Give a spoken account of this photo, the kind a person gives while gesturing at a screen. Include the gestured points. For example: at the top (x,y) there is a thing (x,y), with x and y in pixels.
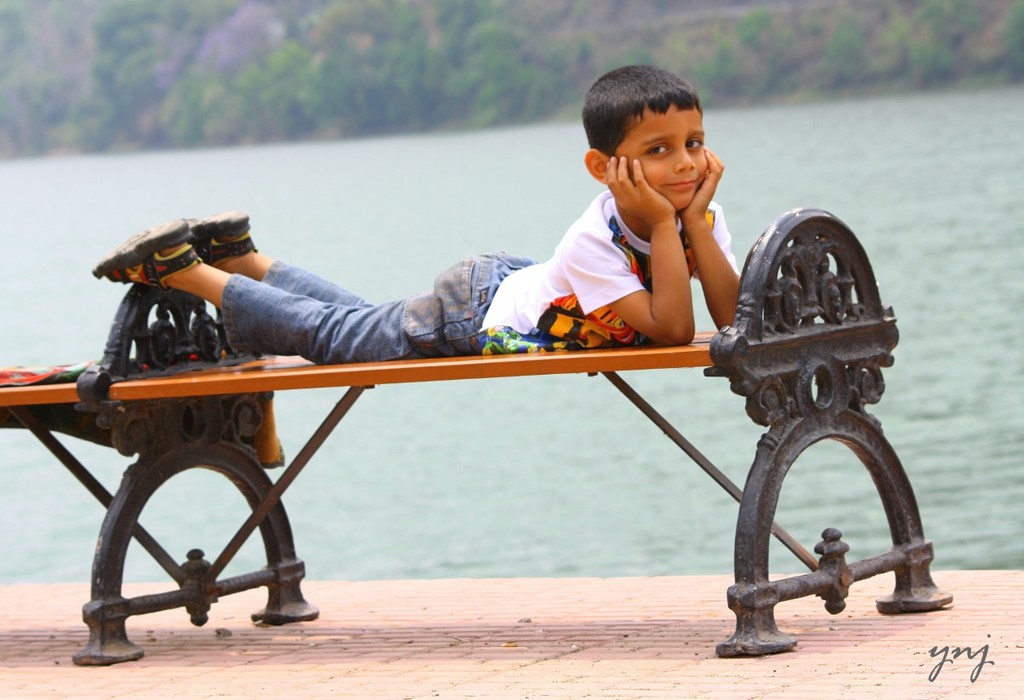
In this image I see a boy (515,290) who is lying on the bench (830,364). In the background (2,340) I see the water (817,486) and trees (29,23).
